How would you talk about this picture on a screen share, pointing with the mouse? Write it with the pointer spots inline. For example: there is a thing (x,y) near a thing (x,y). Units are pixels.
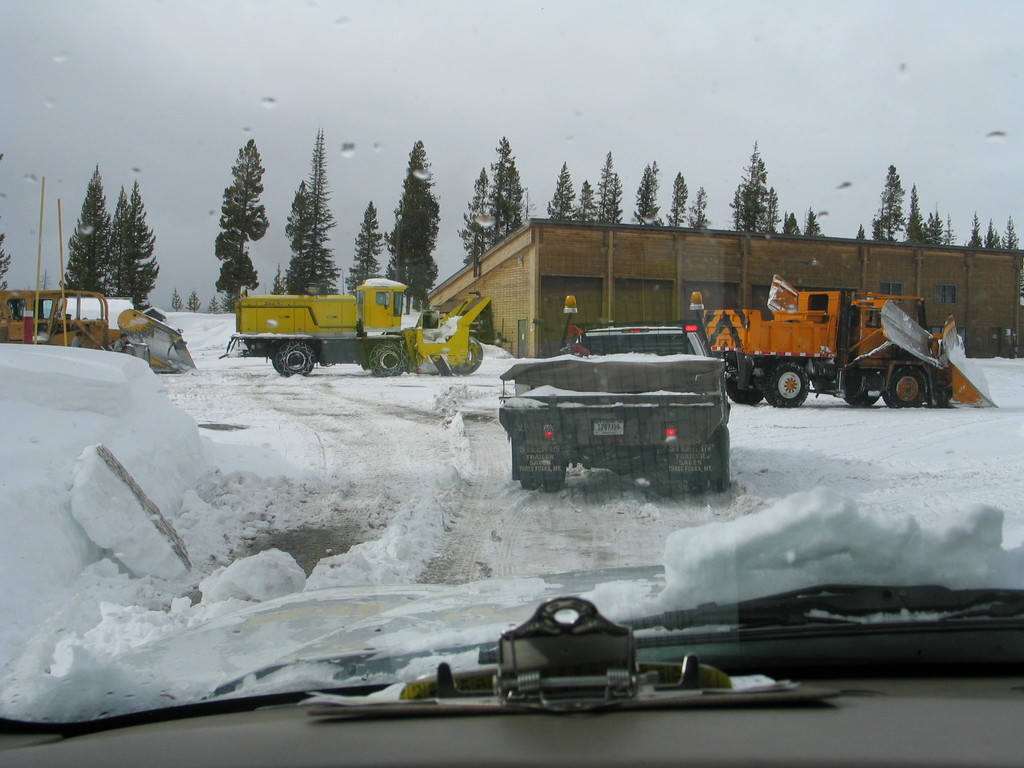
In this image, we can see snow (450,507) on the ground (389,501), there are some trucks (479,358), there is a house (735,298) and there are some green color trees (496,230), at the top (576,66) there is a sky (621,65) which is cloudy.
